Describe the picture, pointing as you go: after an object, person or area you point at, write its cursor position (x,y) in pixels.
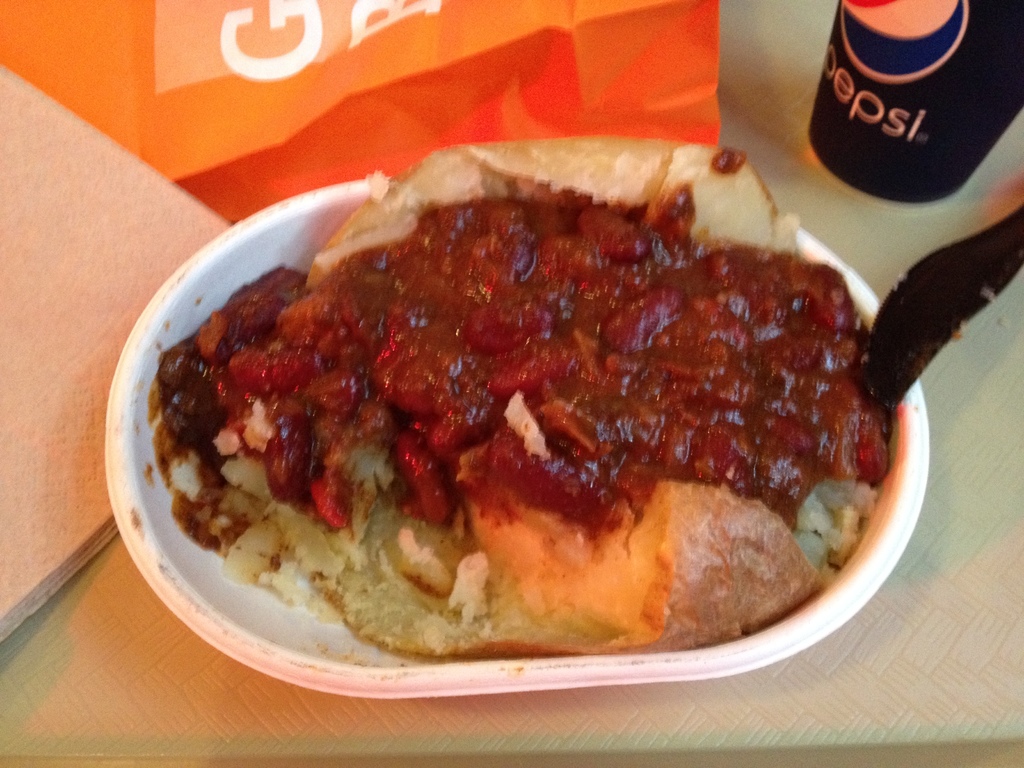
In this image, we can see food (608,304) and a spoon (886,354) on the plate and in the background (146,115), there are tissues (113,162), paper (338,73) and we can see a cup (883,112) on the table (877,667).
